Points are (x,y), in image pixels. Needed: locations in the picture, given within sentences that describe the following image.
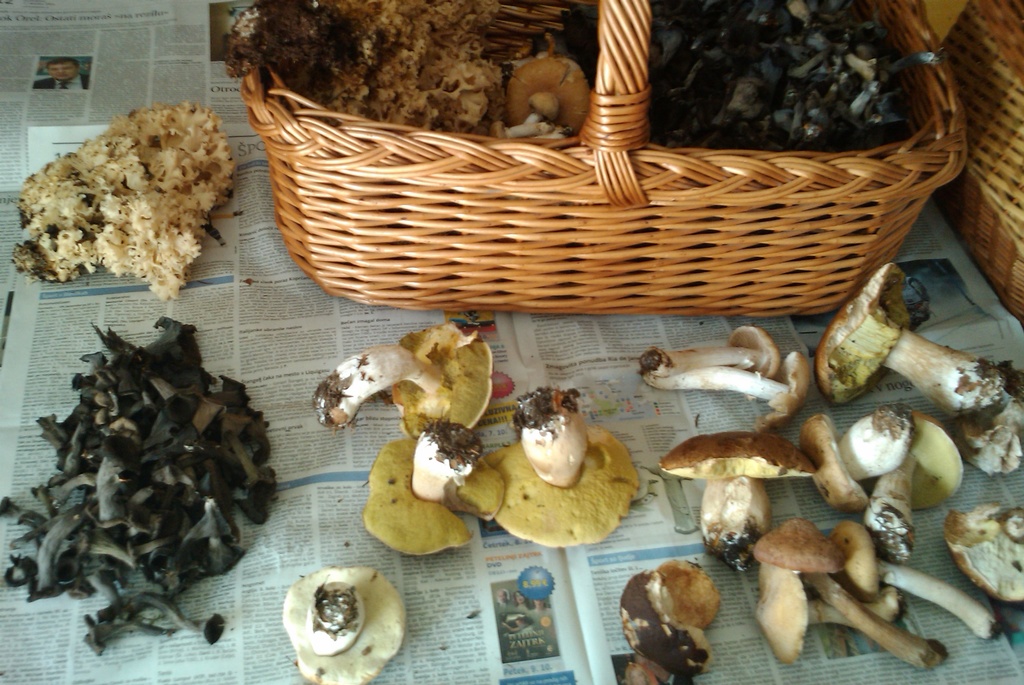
The picture consists of mushrooms (204,136), baskets (510,215), food items (181,132), paper (236,248) and other objects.
